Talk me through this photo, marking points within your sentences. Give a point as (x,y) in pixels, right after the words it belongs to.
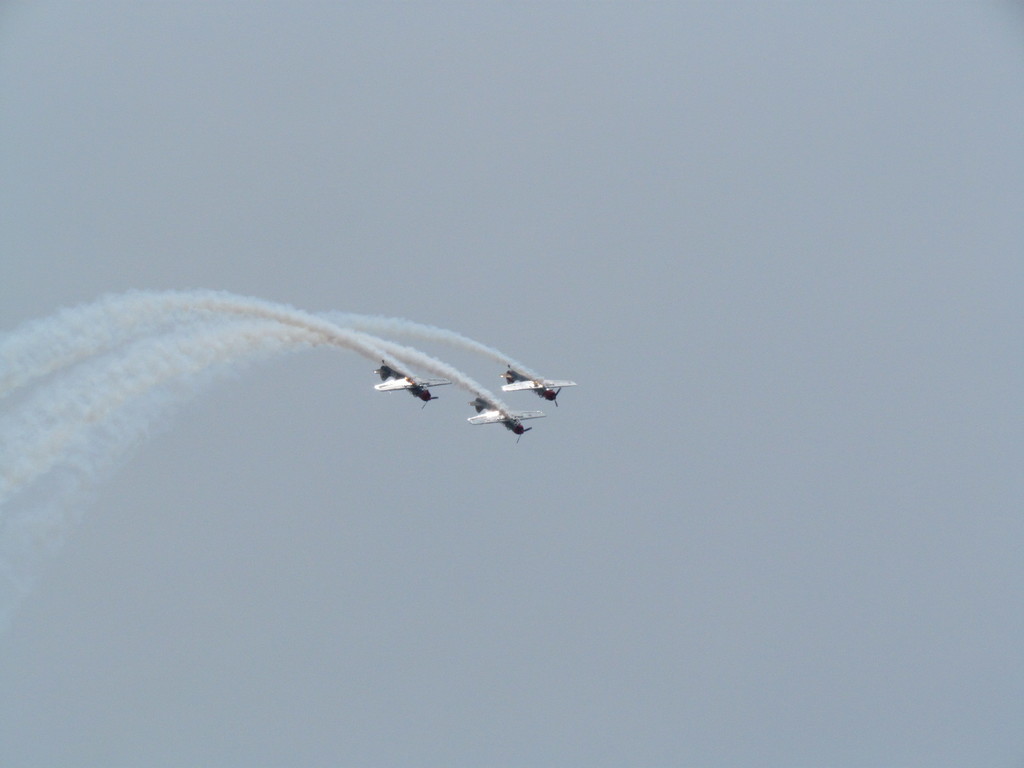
In this image there are three planes (423,387) flying in the air (543,421). There is the smoke (82,334) released in the air (186,349) from the planes (407,386). It seems to be smoke trail (270,348). In the background (288,367) there is the sky (425,428).
